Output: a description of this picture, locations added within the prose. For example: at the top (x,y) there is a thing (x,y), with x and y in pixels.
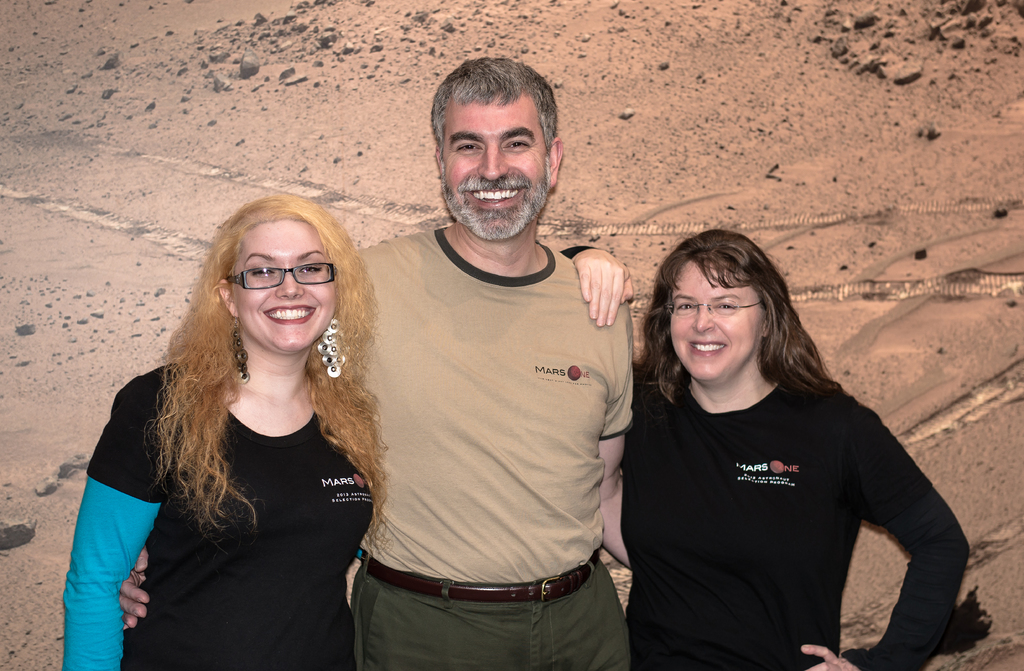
In this image I can see two women (277,497) wearing black and blue colored dresses (318,532) and a man (550,449) wearing brown and green colored dress (503,446) are standing and smiling. I can see the brown colored background (824,177).
